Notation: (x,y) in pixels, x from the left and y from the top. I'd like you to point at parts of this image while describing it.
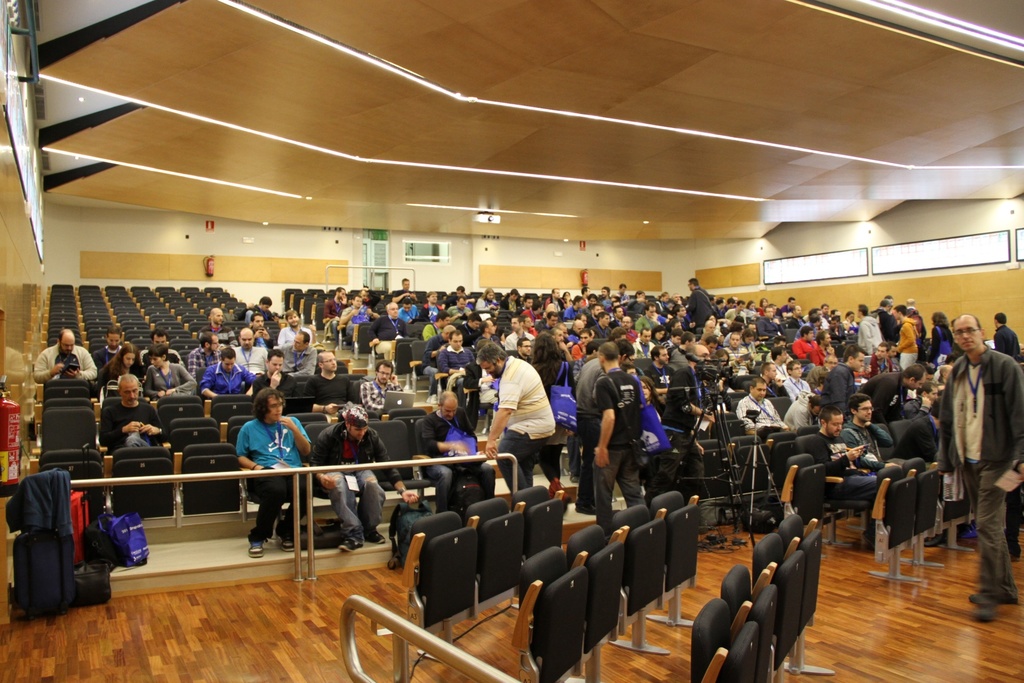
This image consists of many people (330,451) sitting. It looks like a conference hall (396,452). There are many chairs (137,288) in this image. At the top (461,51), there is a roof (435,50). At the bottom (918,635), there is a floor (512,635).
